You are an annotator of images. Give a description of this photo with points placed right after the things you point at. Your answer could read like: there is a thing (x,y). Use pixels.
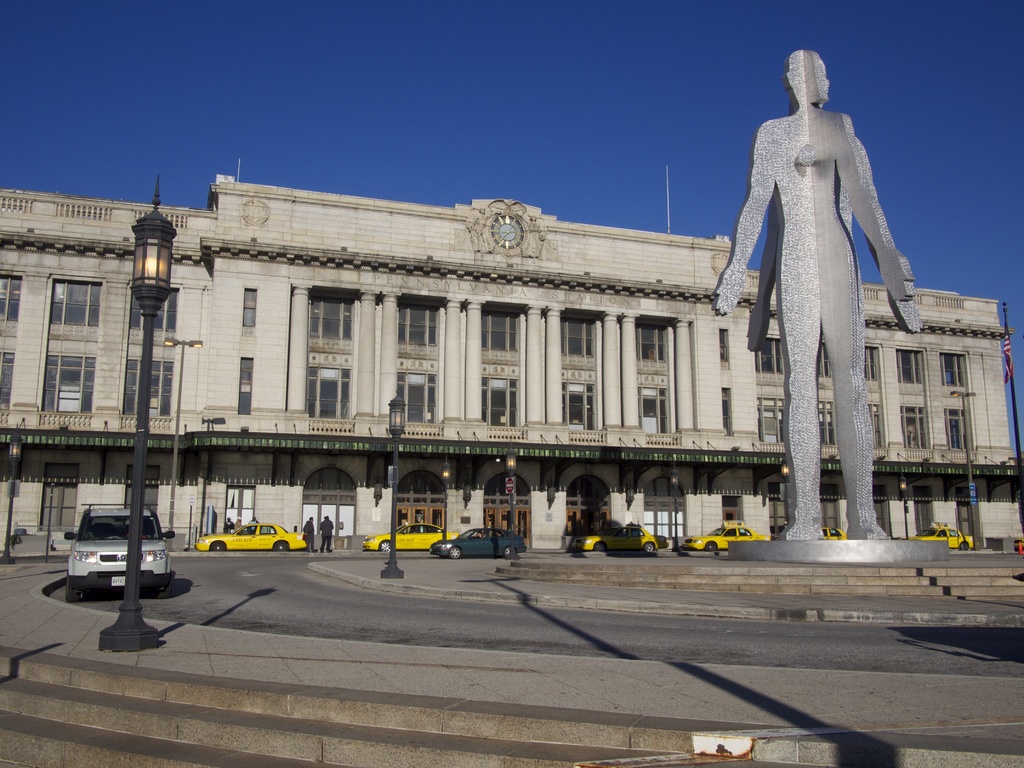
In this image in the center (446,454) there is one building (542,427), and in the foreground (766,221) there is one statue (785,383) and also there are some vehicles (148,556) on the road (252,563). At the bottom (227,605) there is a road (264,616) and some stairs (639,566), on the left side (147,329) there is one pole (147,352) and light (151,260). On the top of the image (492,118) there is sky (722,142) and in the center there are some persons (229,525).
